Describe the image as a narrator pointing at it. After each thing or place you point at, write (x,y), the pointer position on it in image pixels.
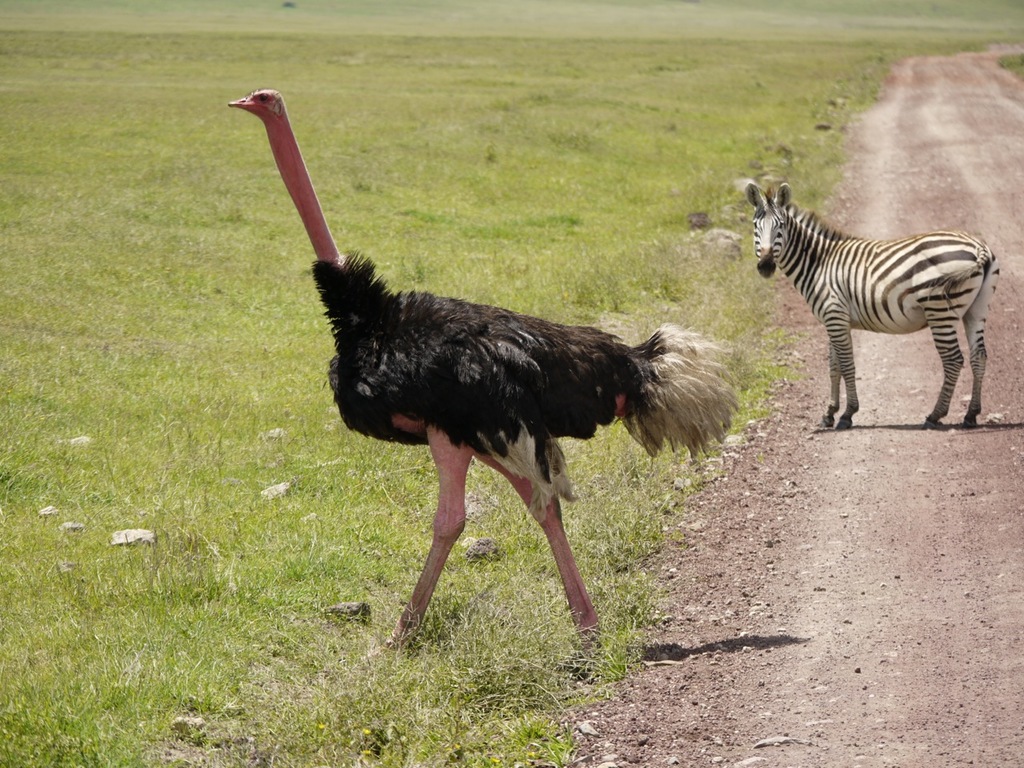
In this picture we can see ostrich (491,343), quagga (894,260) are there. In the background of the image (552,244) we can see grass (240,438), some stones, ground (855,427) are there.
